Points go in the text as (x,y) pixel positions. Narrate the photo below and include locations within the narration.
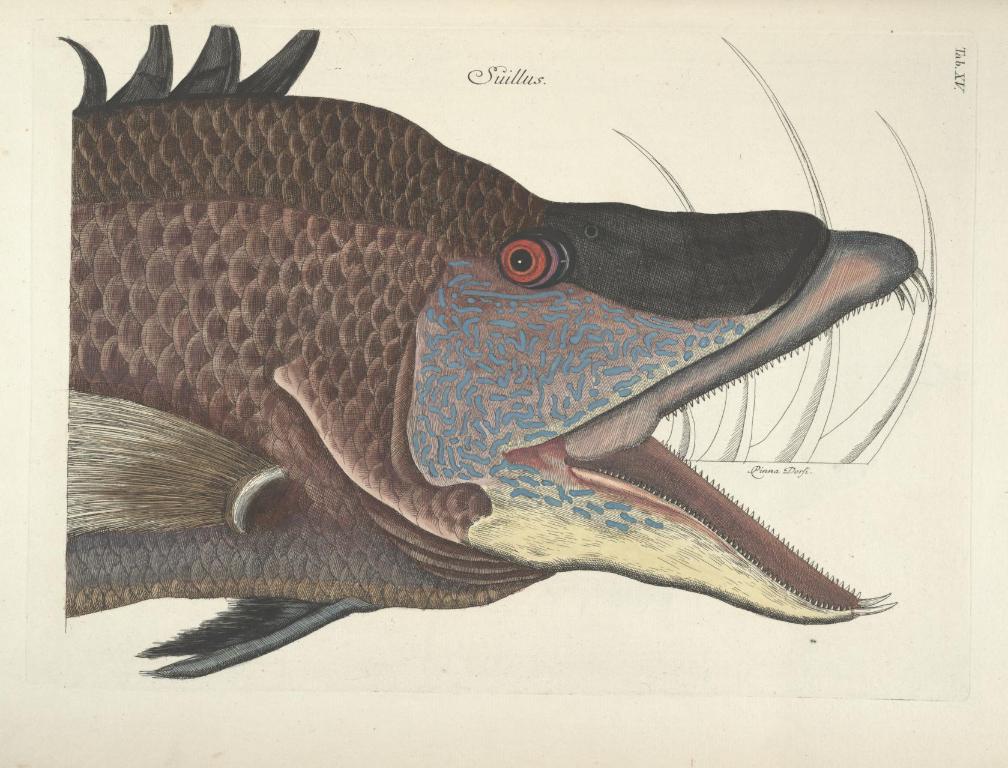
In this picture there is a drawing (149,209) of fish (261,514) and text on the paper (738,493).
